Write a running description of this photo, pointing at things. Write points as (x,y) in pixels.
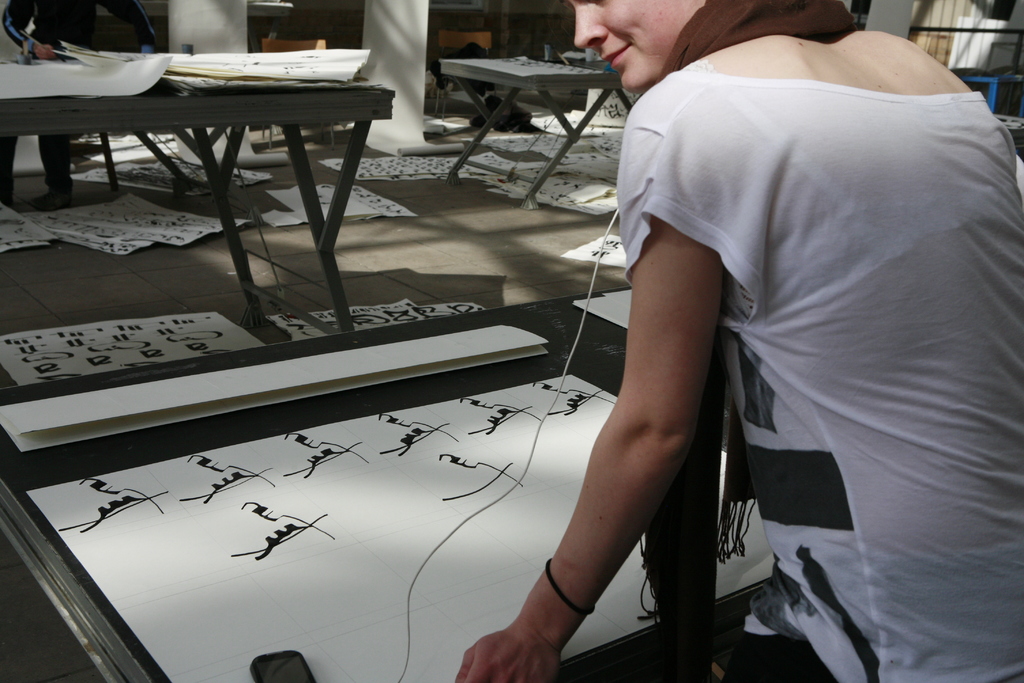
The image is taken in the room (440,291). On the right (760,254) there is lady (744,425) standing before her there is a table (588,316) and papers (294,447) placed on the table (450,398). In the background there is a wall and a man (69,17) standing. We can see some papers (360,313) placed on the floor (153,253).
